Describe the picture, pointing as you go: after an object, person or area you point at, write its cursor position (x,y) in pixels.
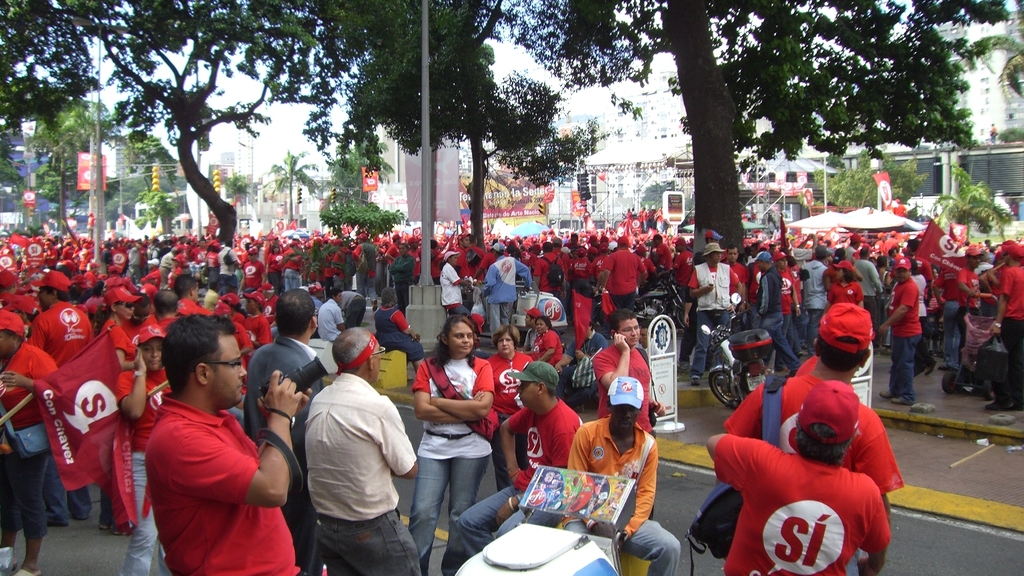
Here in this picture we can see number of people (616,284) standing and walking on the road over there and we can see most of them are wearing red colored t shirts (779,469) on them and wearing caps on them and the person (270,459) in the front (220,463) is holding a camera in his hand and we can see trees (452,39) and plants (394,214) present all over there and in the far we can see buildings (395,171) present here and there.
